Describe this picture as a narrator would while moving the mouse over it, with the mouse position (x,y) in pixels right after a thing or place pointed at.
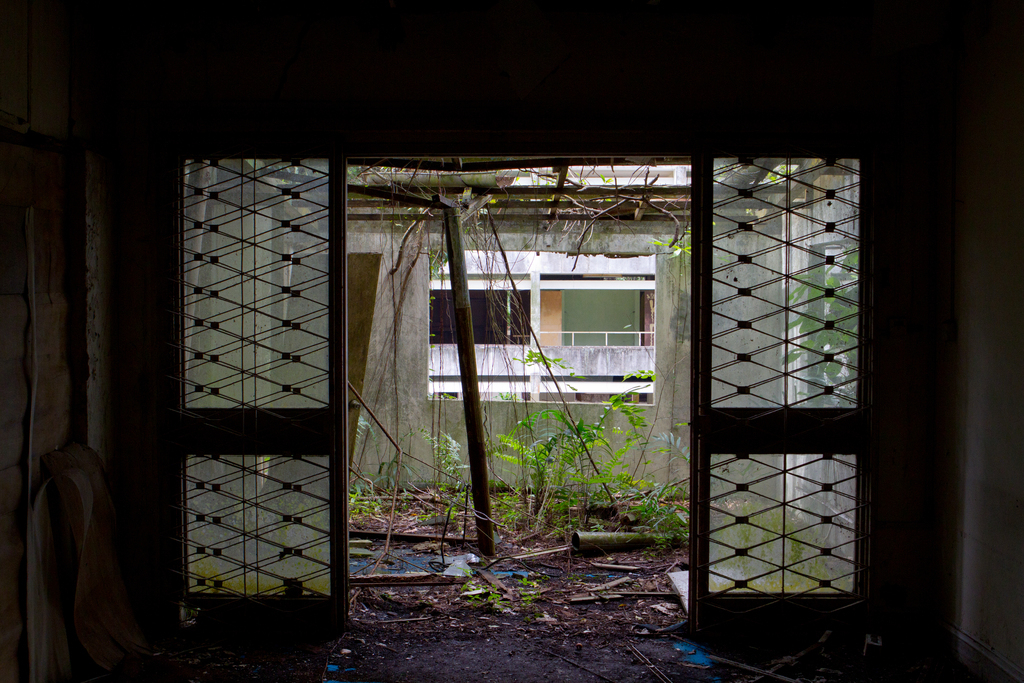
This image is taken in an old house (911,414), where there is a glass doors (736,436), wall (79,412) and few sheets (93,564) leaning to the wall (99,341). In the background (614,527), there are plants (526,464), rods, a pipe (621,543) on the ground (591,551) and also we can see a wall (385,322), a cardboard sheet (364,325) leaning to the wall (408,358), creepers (534,345) and a building (583,323) in the background (596,334).
